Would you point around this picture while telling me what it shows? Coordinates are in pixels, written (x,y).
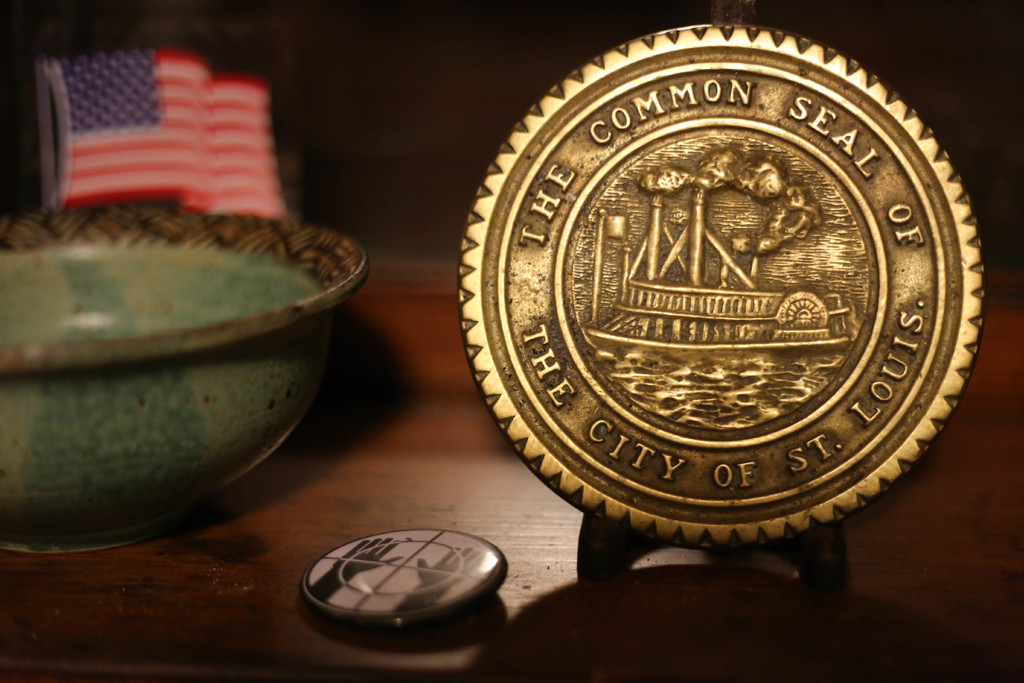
Here in this picture we can see a table (391,530), on which we can see a seal (899,196) present and we can also see a bowl (281,235) and a flag post (170,110) and a button (416,562) present on it over there.
